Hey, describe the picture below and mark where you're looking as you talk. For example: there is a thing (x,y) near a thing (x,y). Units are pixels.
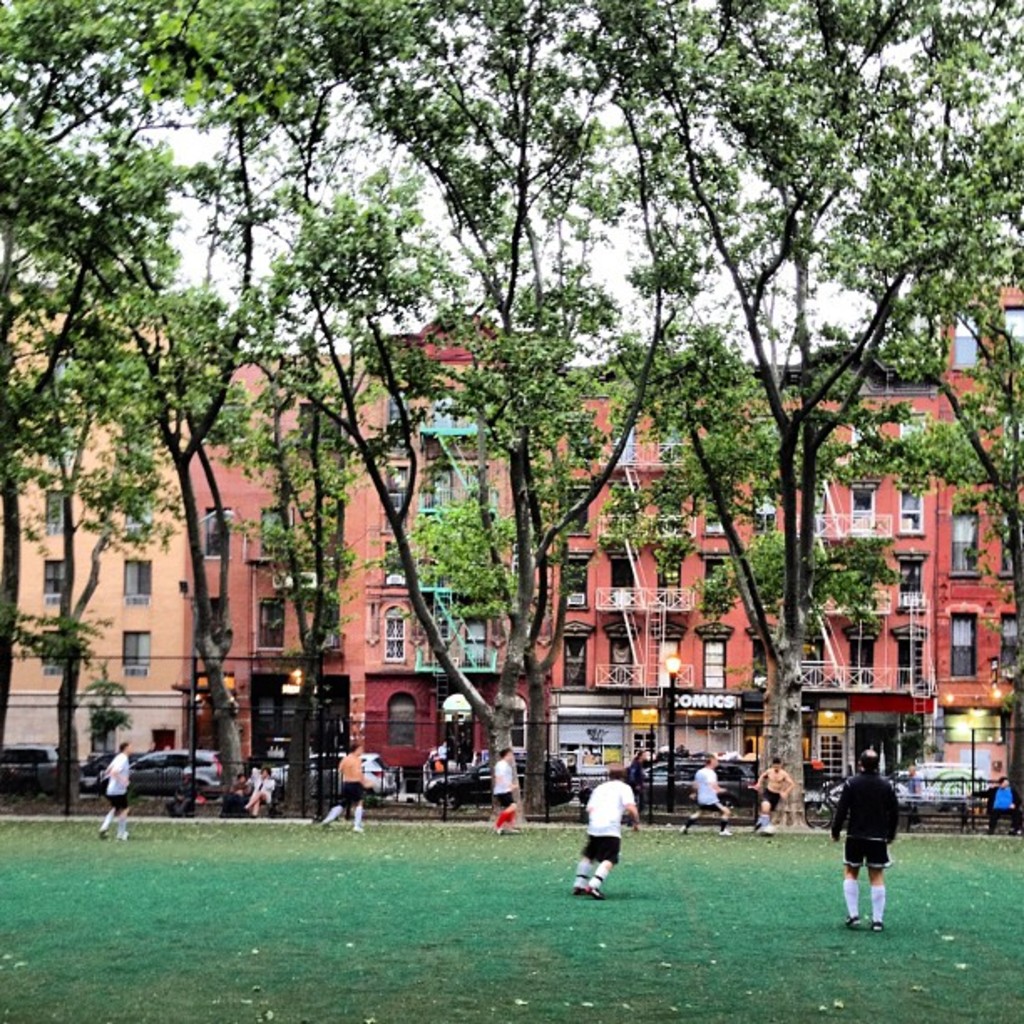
In this image I can see some people (779,770) on the ground (551,835). In the background (544,799), I can see the vehicles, trees (497,559) and the building (591,591).
